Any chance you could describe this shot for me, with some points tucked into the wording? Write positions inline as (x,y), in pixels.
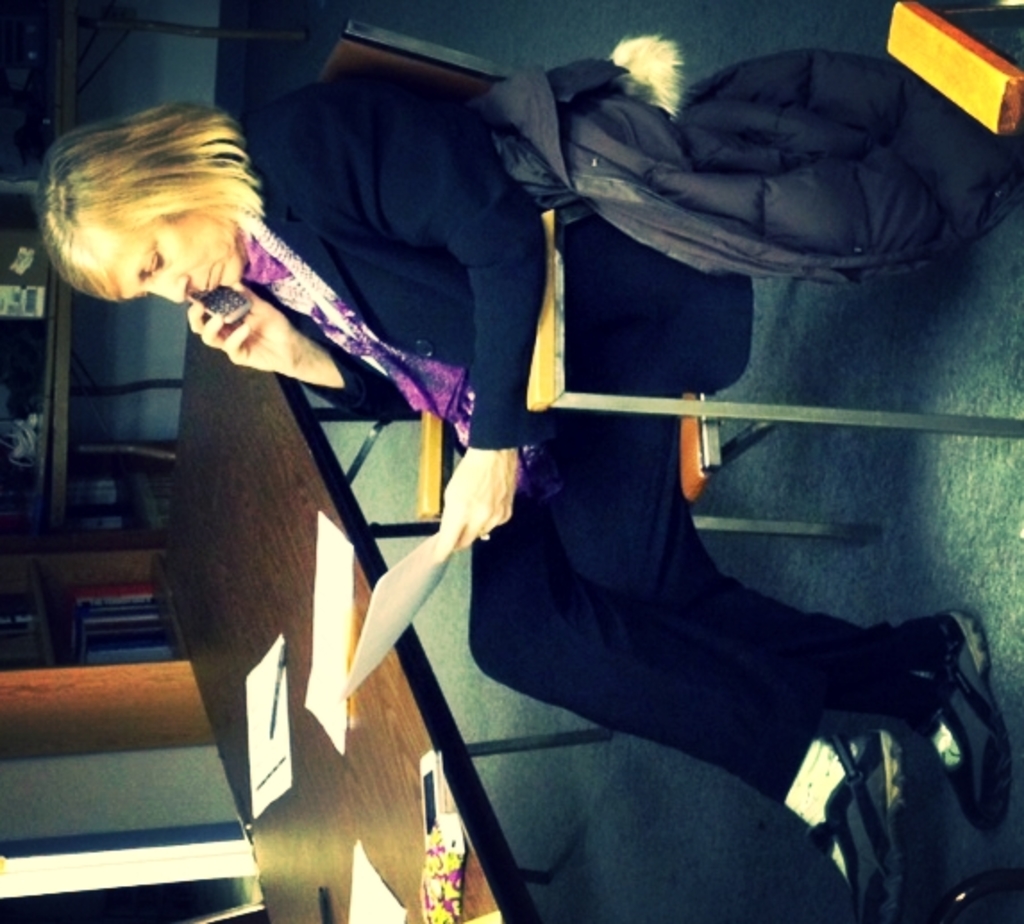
In the center of the image (441,586) we can see a lady (381,358) is sitting on a chair (596,333) and holding a paper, mobile (218,292). On the right side of the image (965,65) we can see a coat (847,267) and an object (960,49). On the left side of the image (305,870) we can see the tables (205,610), rack (156,631). On the tables (219,488) we can see the papers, mobile (448,883), pens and some other objects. In the rack (125,548) we can see the books (133,625). In the background of the image (785,910) we can see the floor (704,913) and wall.
